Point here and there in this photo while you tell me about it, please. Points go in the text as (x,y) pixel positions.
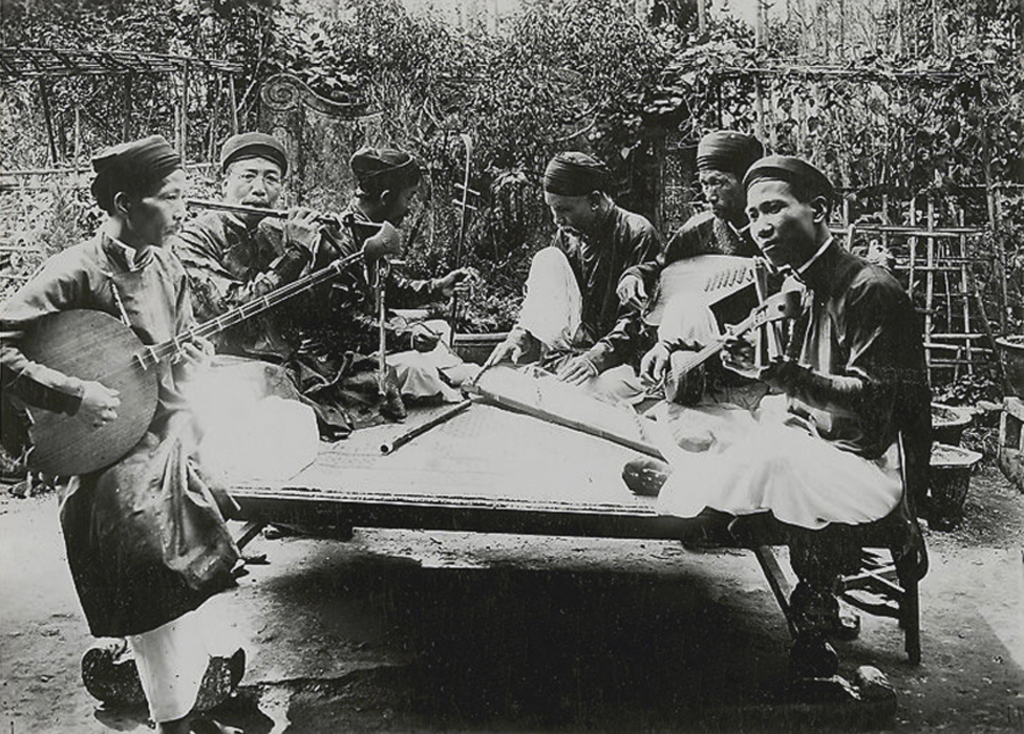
In this picture we can see a group of people (253,320) sitting on cot (490,436) and playing some musical instruments (123,341) such as flute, zither (571,415) and on cot (597,463) we can see stick (551,411) and in background (483,100) we can see trees (533,94), fence (859,94).
